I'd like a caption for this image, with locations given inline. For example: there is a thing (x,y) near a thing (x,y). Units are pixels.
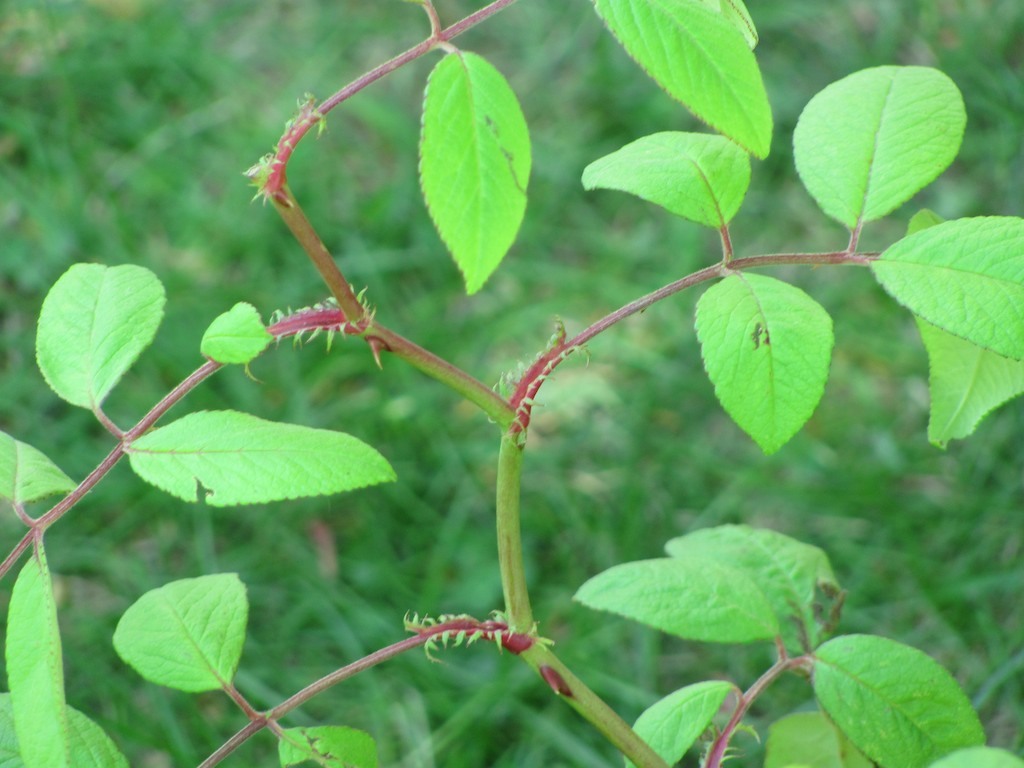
In this picture I can see the plants (625,318).
